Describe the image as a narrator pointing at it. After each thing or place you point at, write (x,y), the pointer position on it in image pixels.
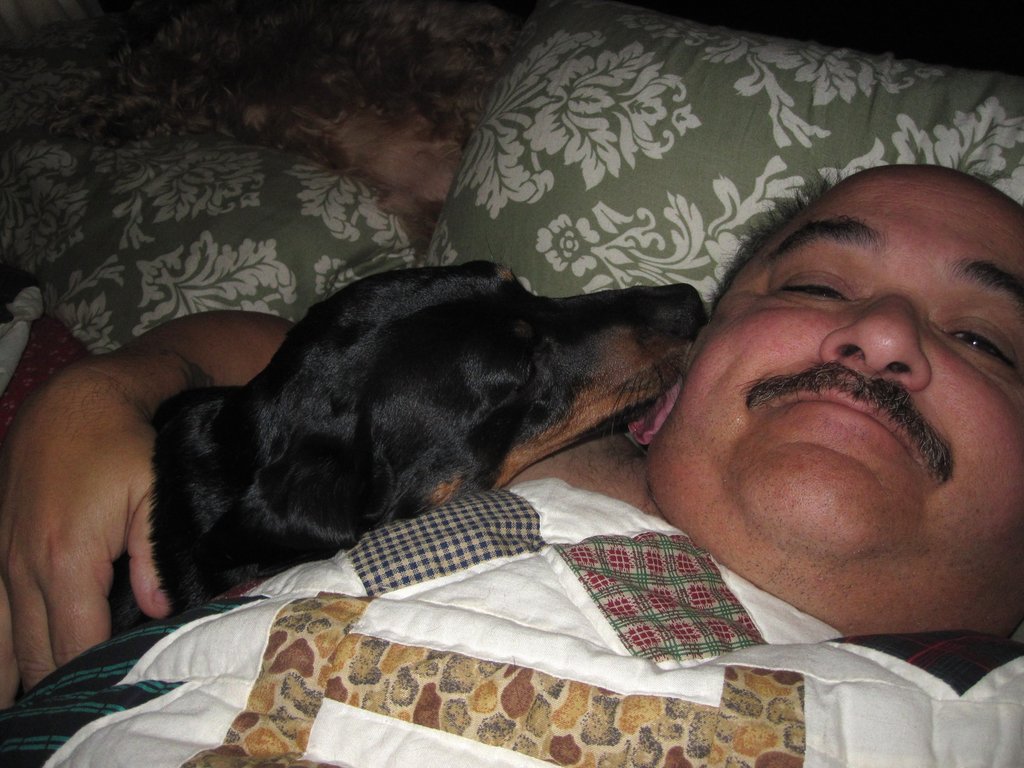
The image is inside the room (223,335). In the image there is a man (215,358) lying on bed (644,270) and also holding a dog (211,473) on his hand (228,316), in background (287,214) we can see pillow (537,198).
